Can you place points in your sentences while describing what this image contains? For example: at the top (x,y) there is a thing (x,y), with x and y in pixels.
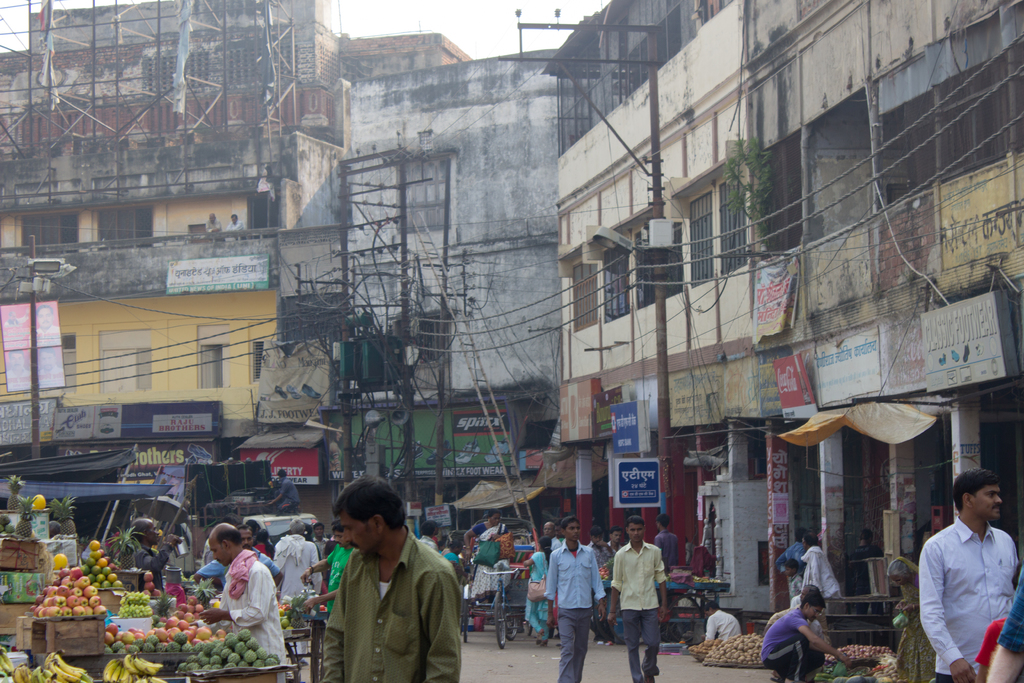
This image is taken outdoors. At the bottom of the image (489,661) there is a road (504,659). In the background (380,265) there are a few buildings (380,311) with walls (829,217), windows (790,218) and doors (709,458). There are many boards (587,398) with text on them. There are a few iron bars (360,239) and there is a pole (657,280) with a few wires (410,301) and there is a street light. On the left side of the image (20,518) there are many fruits (80,588) on the tables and in the baskets (111,591). A few are standing on the road (490,661) and a few are walking on the road (474,652). There are a few potatoes (704,648) and onions (855,644) on the mat (729,643). There is a rickshaw (512,624).
